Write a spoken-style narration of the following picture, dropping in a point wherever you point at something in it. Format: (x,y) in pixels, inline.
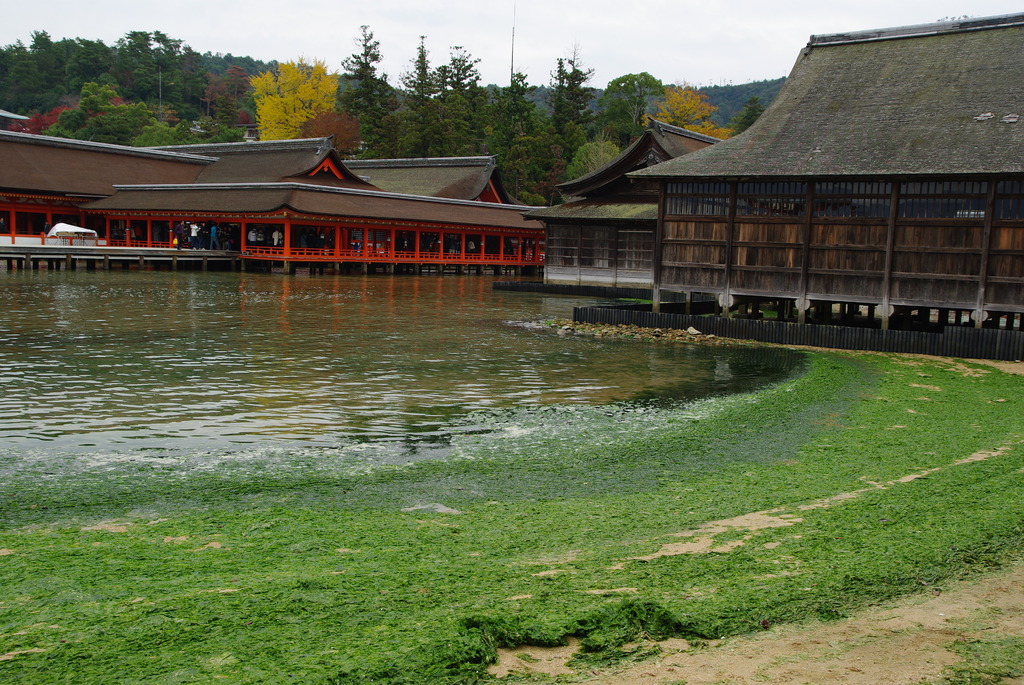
In this picture I can observe lake (267,312) in the middle of the picture (460,329). In the bottom of the picture (606,584) I can observe some grass (480,567) on the ground (615,491). In the background (623,228) there are buildings (44,164), trees (388,94) and sky (419,46).
